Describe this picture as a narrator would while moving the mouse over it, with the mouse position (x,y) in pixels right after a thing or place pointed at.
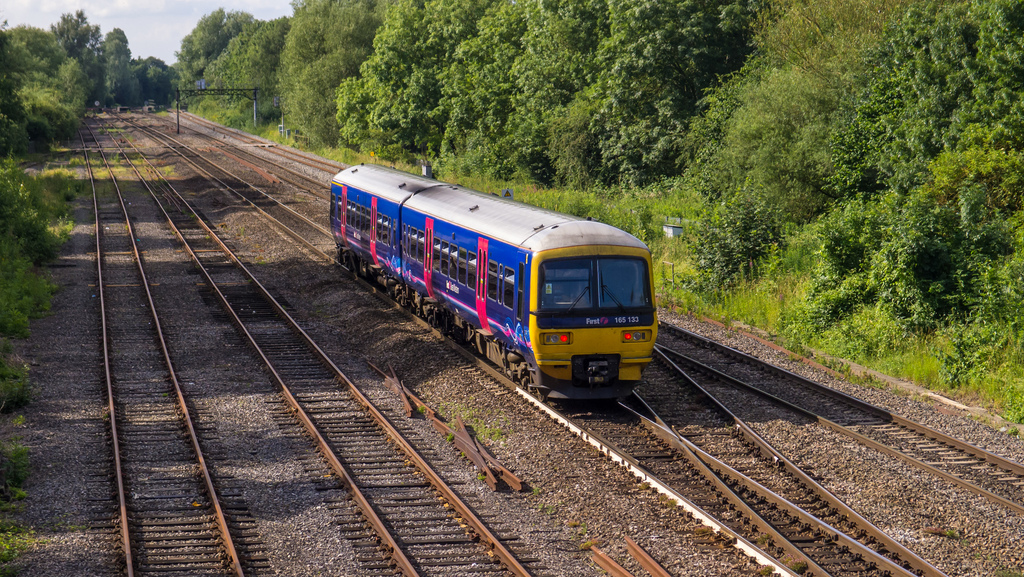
This picture is clicked outside. In the foreground (160,426) we can see the railway tracks (371,524), gravel (403,319) and a train (451,288) running on the railway track (564,428) and some metal objects (407,401). On both the sides we can see the plants (2,277) and trees (402,62). In the background (137,17) we can see the sky (151,20), metal rods (197,90) and some other objects (147,105).
